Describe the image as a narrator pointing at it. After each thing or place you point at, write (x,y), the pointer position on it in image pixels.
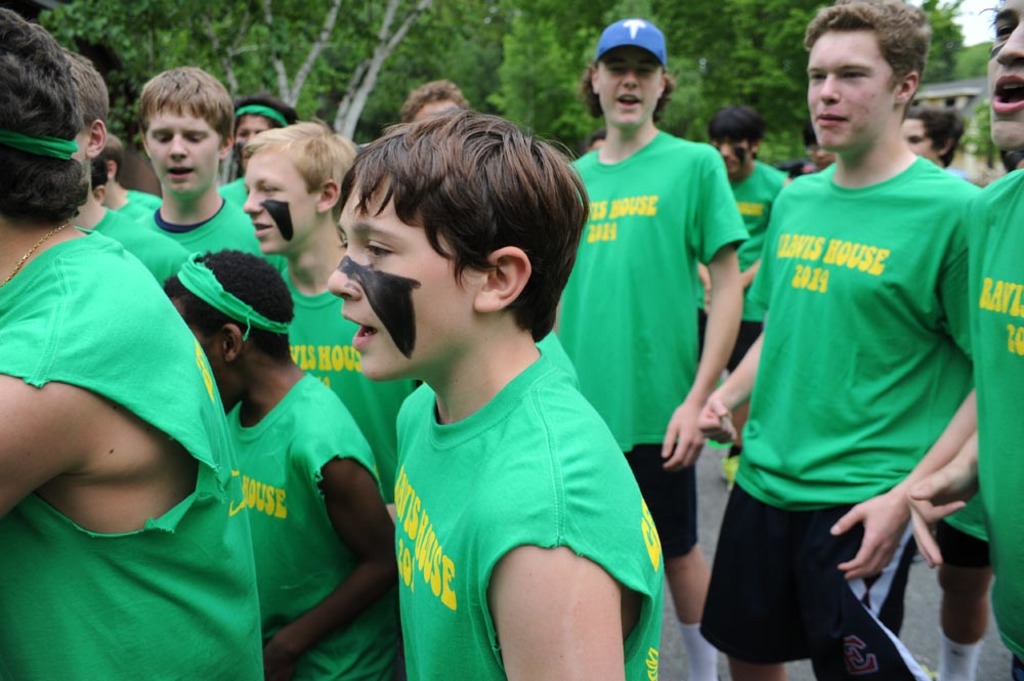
In this image, we can see many people (373,451) and in the background (407,38), there are trees (546,96).
